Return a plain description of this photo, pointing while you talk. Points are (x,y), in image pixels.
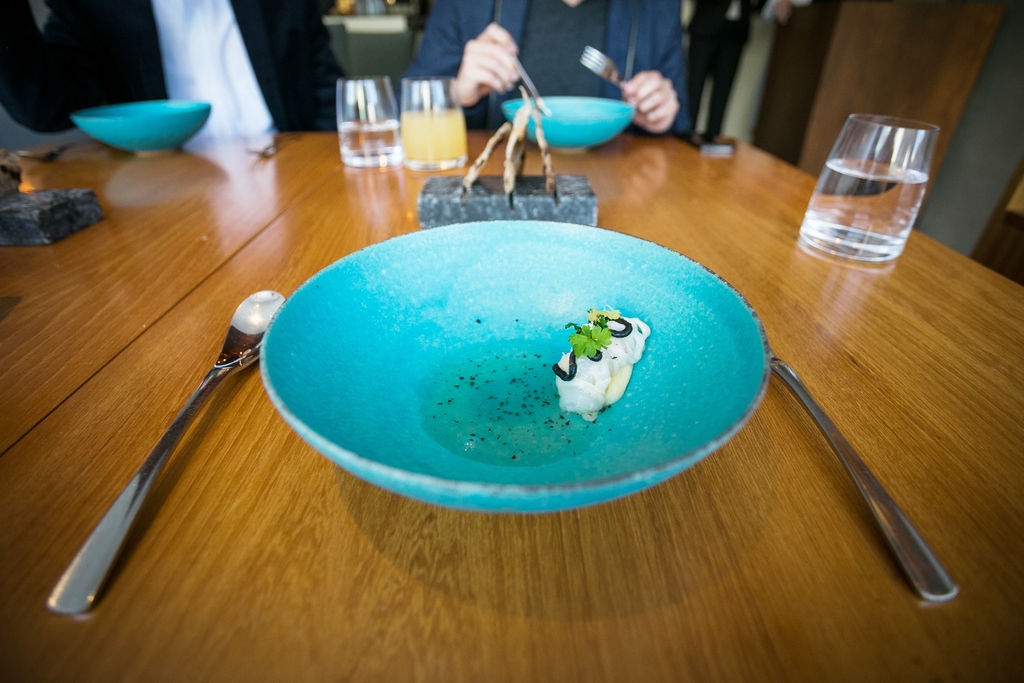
The image consists of a table (762,405) on it there are plates (408,295) with food (605,334), glasses (842,185), spoons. In the background (258,33) two people (444,54) are sitting. The person (422,47) with blue jacket (465,24) is holding spoon (536,89).
